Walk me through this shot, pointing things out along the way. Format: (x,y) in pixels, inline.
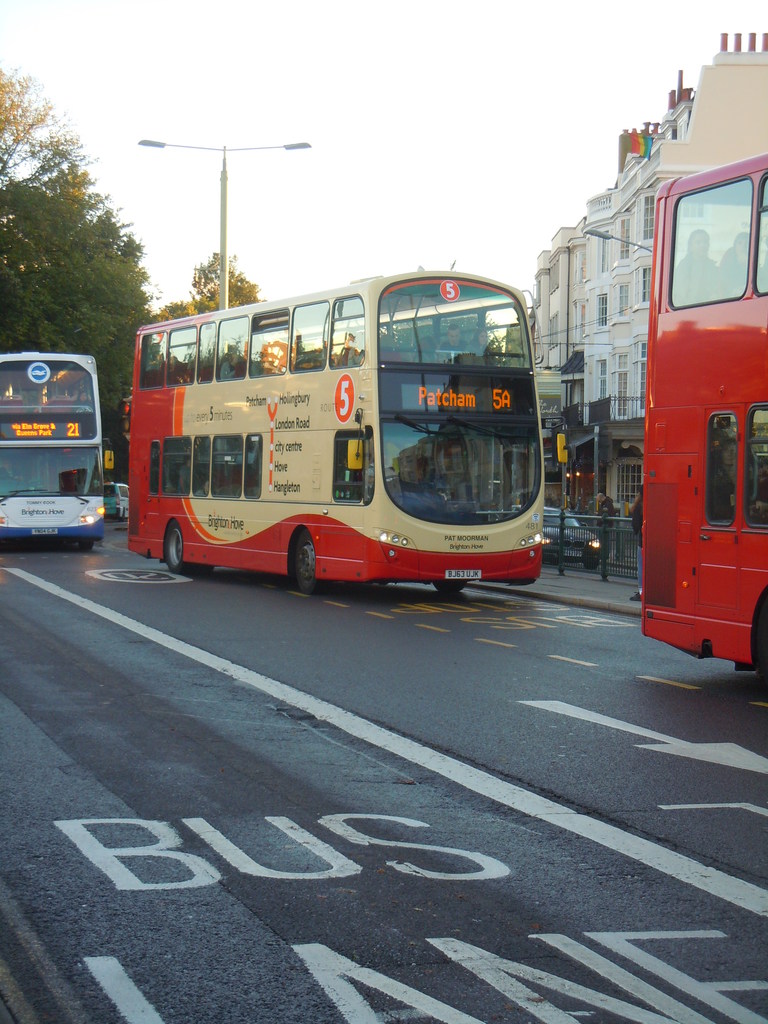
In this image, we can see vehicles (362,476) on the road (433,857). There is a building (596,373) on the right side of the image (605,282). There are some trees (98,314) on the left side of the image (127,314). There is a street pole (224,298) in the middle of the image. At the top of the image (348,86), we can see the sky (375,87).
